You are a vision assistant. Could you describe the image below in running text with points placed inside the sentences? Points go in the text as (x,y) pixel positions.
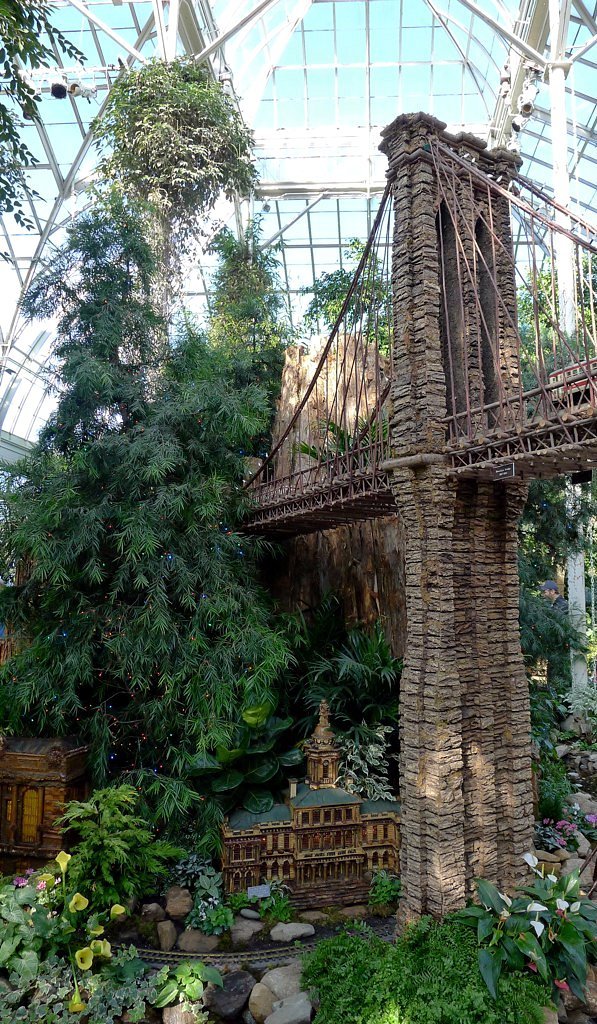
In this image there are many trees (234,603) and plants (99,857) with flowers (74,900), leaves (132,846), stems (194,469) and branches (84,237). There are a few pebbles (234,974). On the right side of the image (437,424) there is a bridge (413,405). At the top of the image (335,51) there is a roof (335,51). Through the roof (336,67) we can see there is the sky (378,76).
